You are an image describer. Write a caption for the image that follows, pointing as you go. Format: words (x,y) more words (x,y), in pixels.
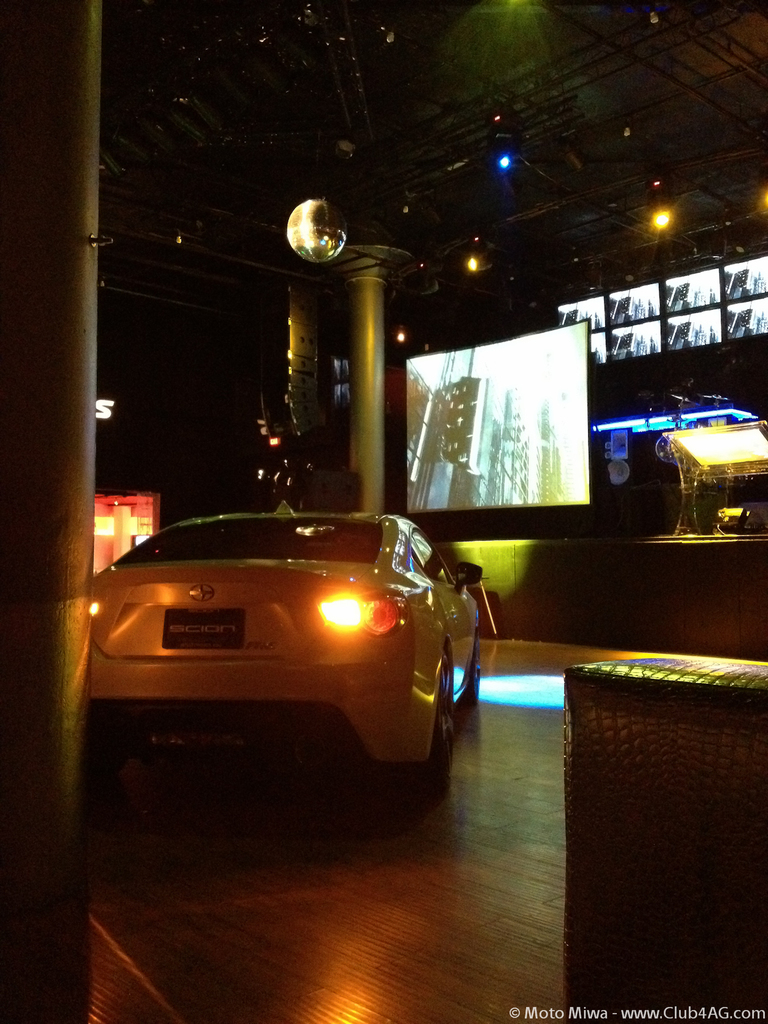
In this image there is a car (379,533), there is a wooden floor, there are pillars (356,330), there is a pillar (62,330) towards the left of the image (61,395), there is text (613,1014) towards the bottom of the image (595,1011), there is a wall (226,355), there is an object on the wall (227,402), there is a screen (517,412), there is a podium (682,445) on the stage (666,558), there is the roof (487,99) towards the top of the image (351,101), there are lights (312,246).
